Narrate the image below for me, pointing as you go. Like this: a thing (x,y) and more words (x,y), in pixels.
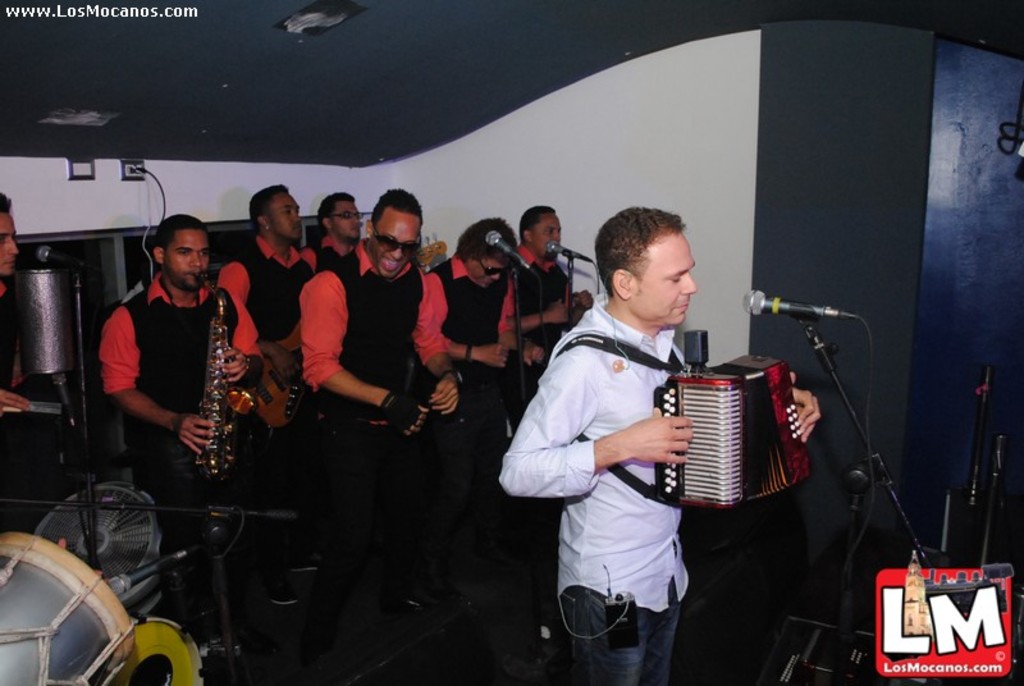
In the bottom right (954,601), there is watermark (877,645). Beside this, there is a person (596,569) playing a musical instrument (727,475) and standing in front of a mic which is attached to the stand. On the left side (83,632), there are drums (109,637). In the background (171,517), there are persons (408,267) standing, one of them is playing musical instrument (203,468), there is roof (422,21) and there is white wall (423,208).
